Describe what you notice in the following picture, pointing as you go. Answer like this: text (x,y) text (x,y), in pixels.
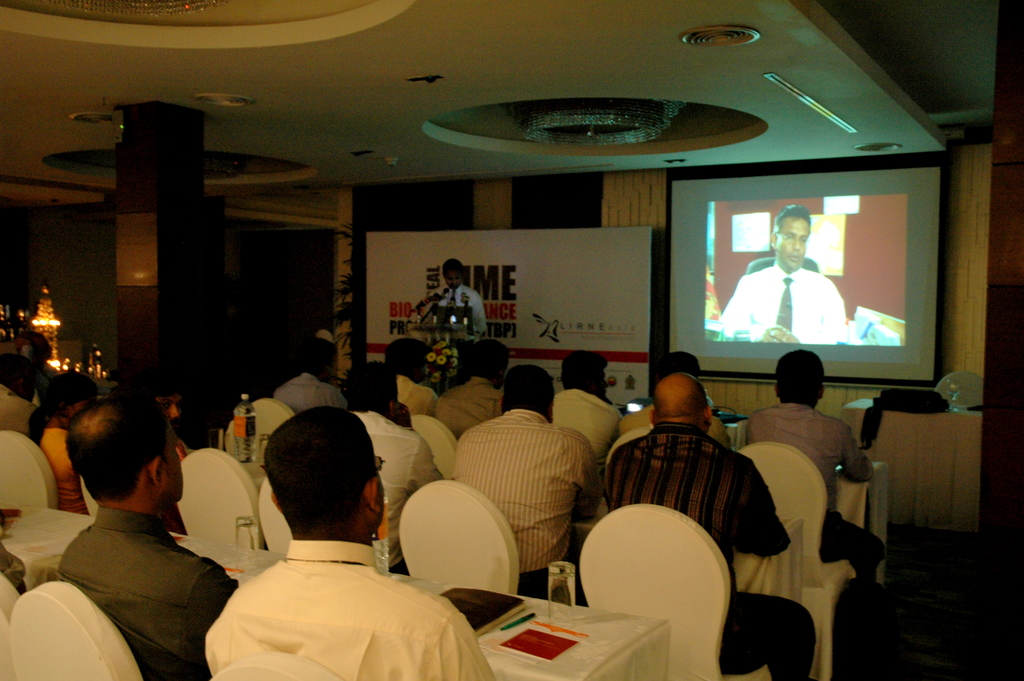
There are few people (73,395) sitting on the chairs (201,468) at the table (529,669). On the table (255,456) we can see water bottles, glasses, books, pen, papers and some other objects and we can also see lights (37,322) on the left (64,365) side, house plant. In the background (471,301) we can see a screen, a person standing at the podium (434,337), hoarding (599,280) and on the podium (446,330) we can see microphones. On the roof top (212,111) we can see the ceiling (367,124) and lights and on the right (879,408) there is a bag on a table (888,449).
